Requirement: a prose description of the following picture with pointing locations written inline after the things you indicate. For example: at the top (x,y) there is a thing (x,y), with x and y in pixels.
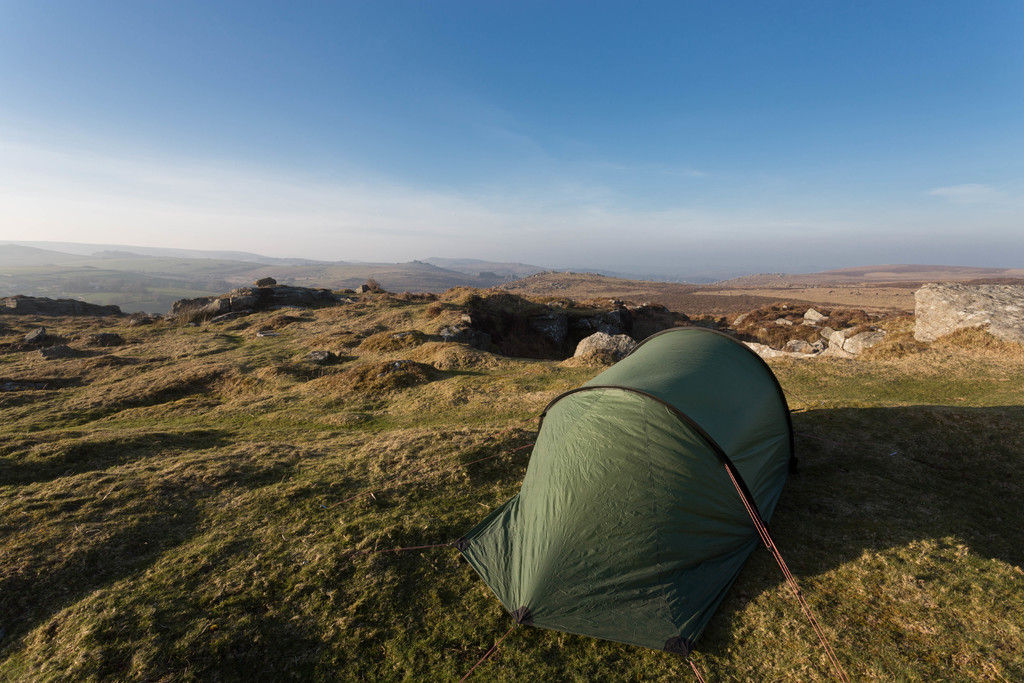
Here we can see a tent (654,533) with ropes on the grass (481,614). Background (267,209) we can see mountains (20,291), rocks (947,311) and sky (569,179).
